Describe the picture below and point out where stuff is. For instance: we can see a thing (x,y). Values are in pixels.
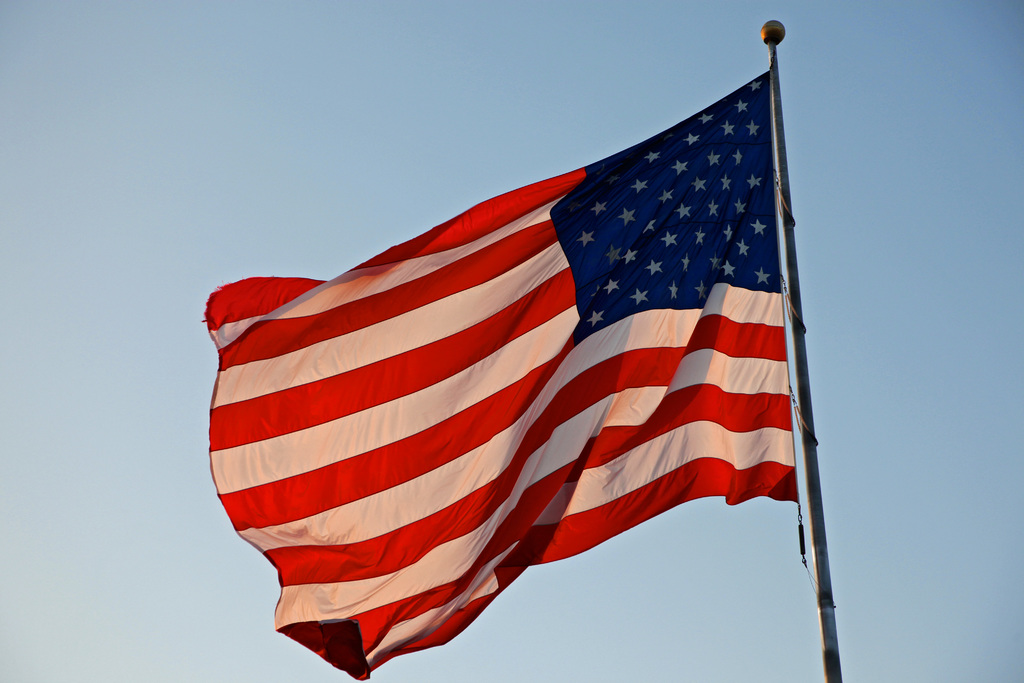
In this image we can see a flag (750,369) attached to a pole (778,107). Behind the flag (369,367) we can see the sky (146,307).
